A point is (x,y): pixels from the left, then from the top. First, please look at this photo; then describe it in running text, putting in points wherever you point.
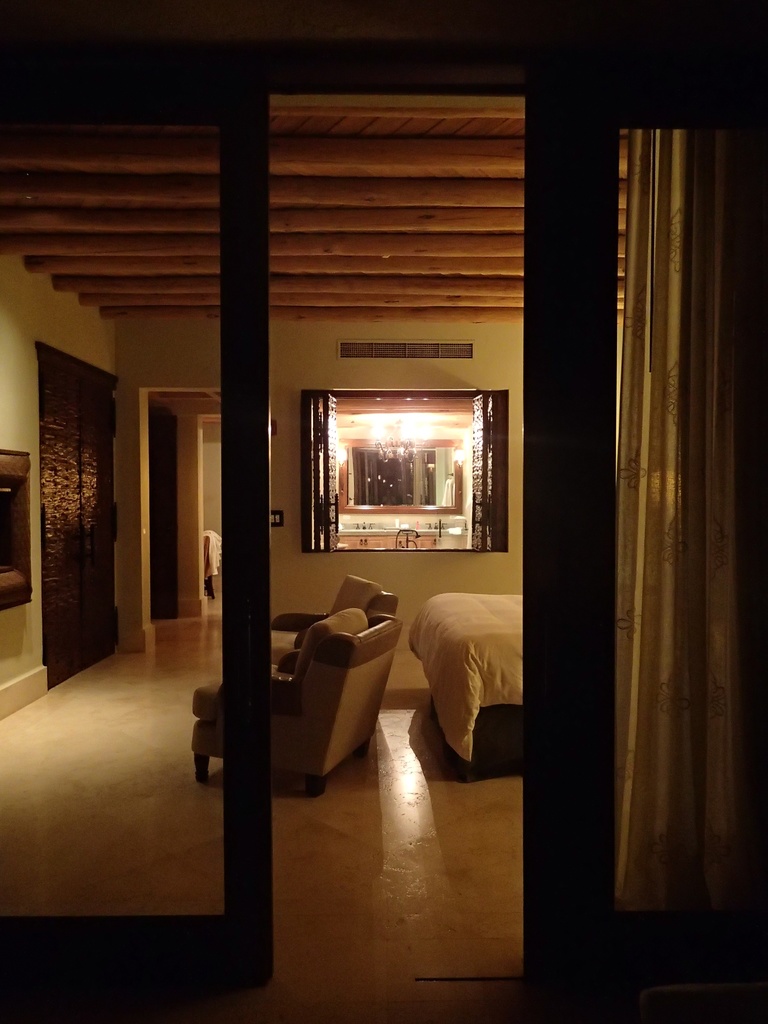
In this image on the right side (683,447), I can see a curtain (674,639). I can see a bed (426,671). I can see the sofa (321,682). In the background (394,439), I can see a window (484,502).
